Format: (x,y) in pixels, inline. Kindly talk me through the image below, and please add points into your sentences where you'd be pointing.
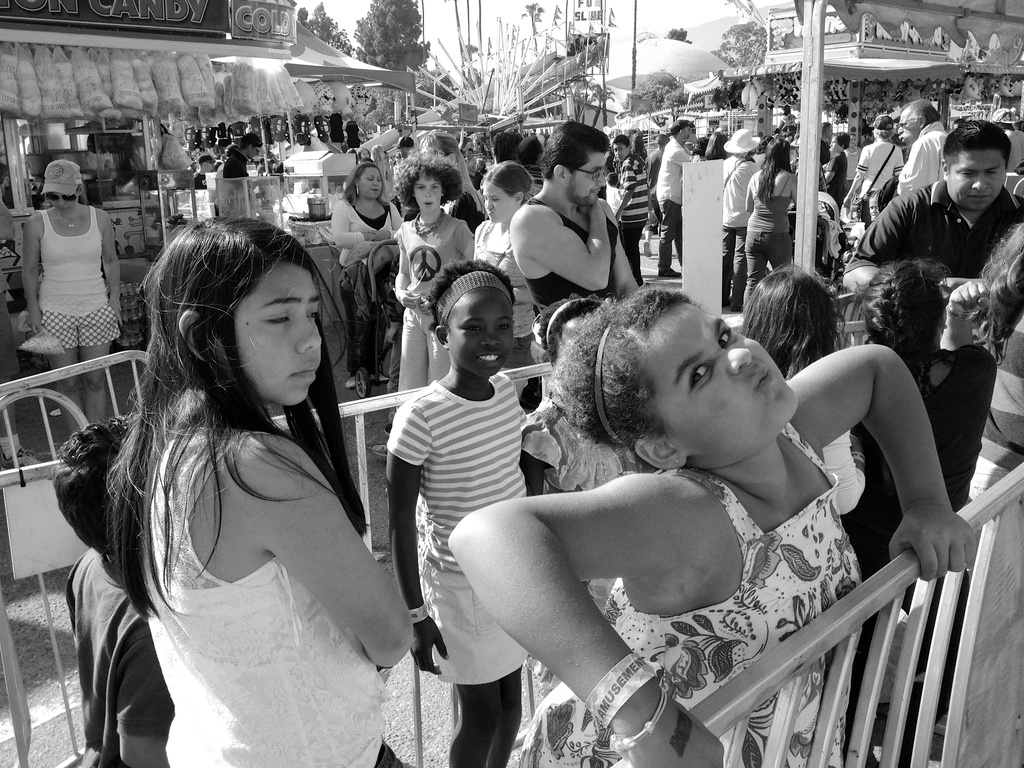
In this image there are a group of people (485,184) standing, and in the foreground (1013,593) there is a railing (363,477) and pole (808,138). In the background (787,42) there are some stores (799,54), trees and some playing things (450,101) and some other objects (834,114).
